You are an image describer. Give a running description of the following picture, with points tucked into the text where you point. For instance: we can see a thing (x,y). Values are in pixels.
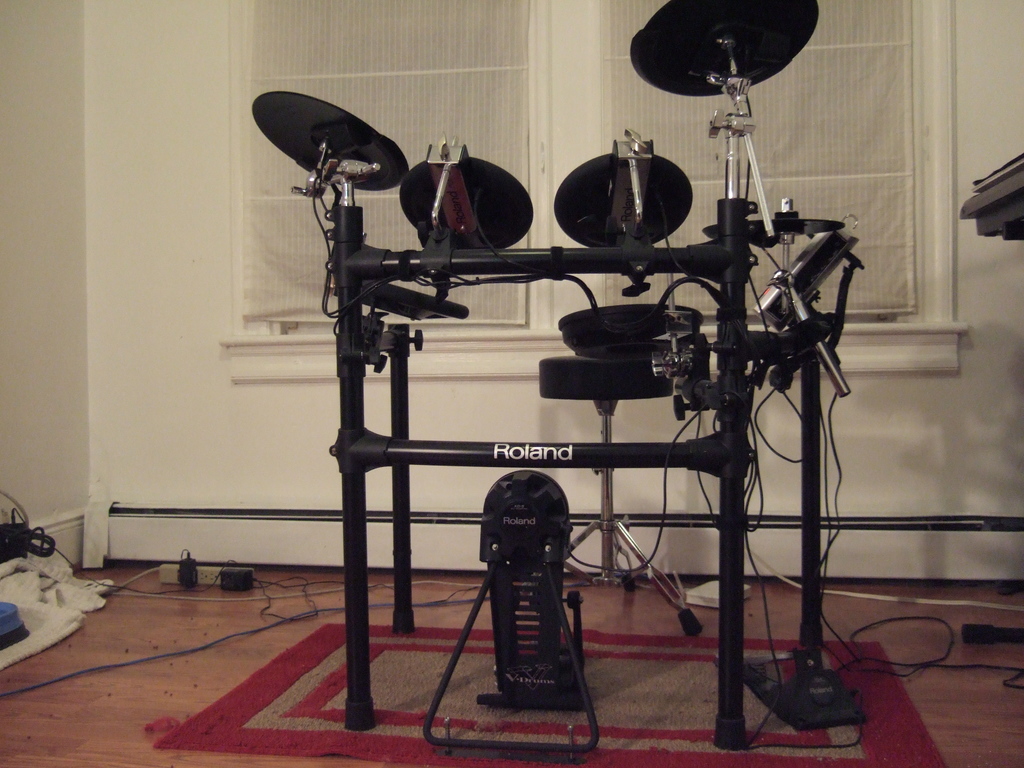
In this picture we can see a stool (585,377), mat (655,643), wires (157,597), rods (744,350), cloth (62,596) and some objects (505,630) on the floor (226,661) and in the background (230,334) we can see windows (371,77) with curtains (489,138) and the wall (168,170).
